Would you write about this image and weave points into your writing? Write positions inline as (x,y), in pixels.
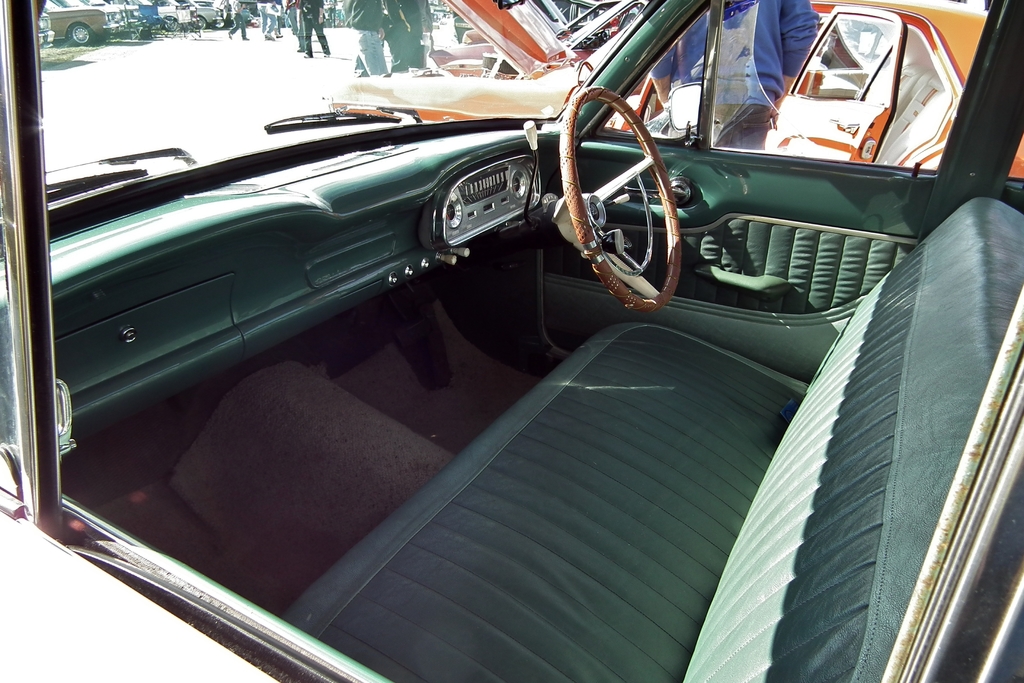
In this image, we can see the inside view of a vehicle (479,439). Here we can see steering (613,281), door (731,277), handle (753,288) and few objects (502,204). Here there is a seat (676,496). Top of the image (732,138), we can see the road (167,77), vehicles (901,37) and few people (794,51). Here we can see few people (353,21) are walking.
